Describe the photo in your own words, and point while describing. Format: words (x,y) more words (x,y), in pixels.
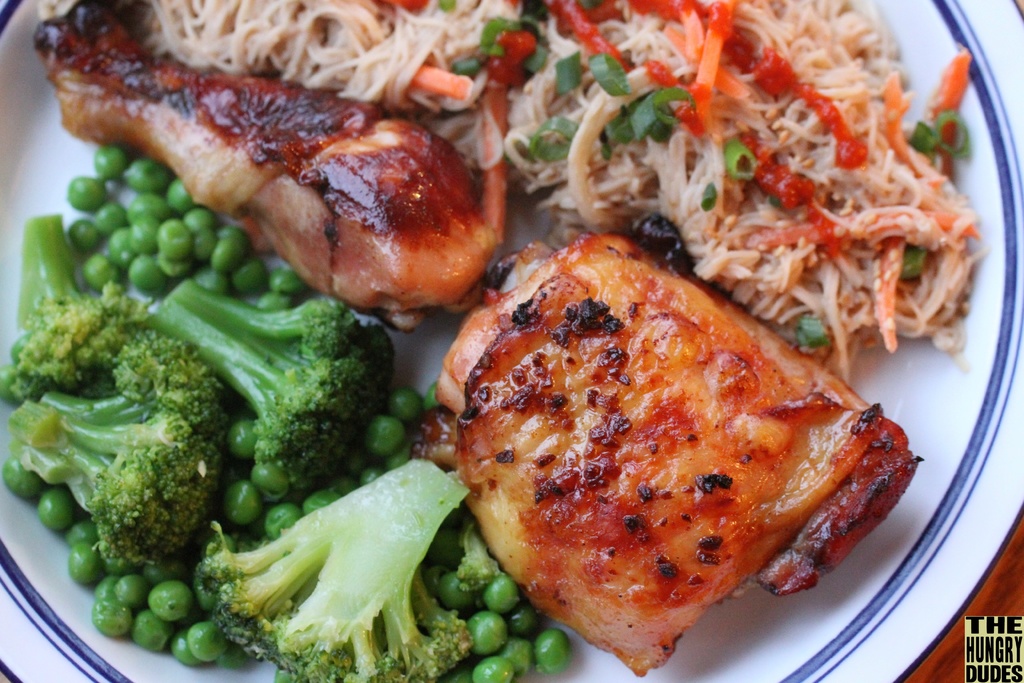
In this image there is a plate (184,456) with delicious food (251,589) which contains broccoli (404,508), green peas (201,595), chicken leg piece (377,197) and noodles (738,286).
